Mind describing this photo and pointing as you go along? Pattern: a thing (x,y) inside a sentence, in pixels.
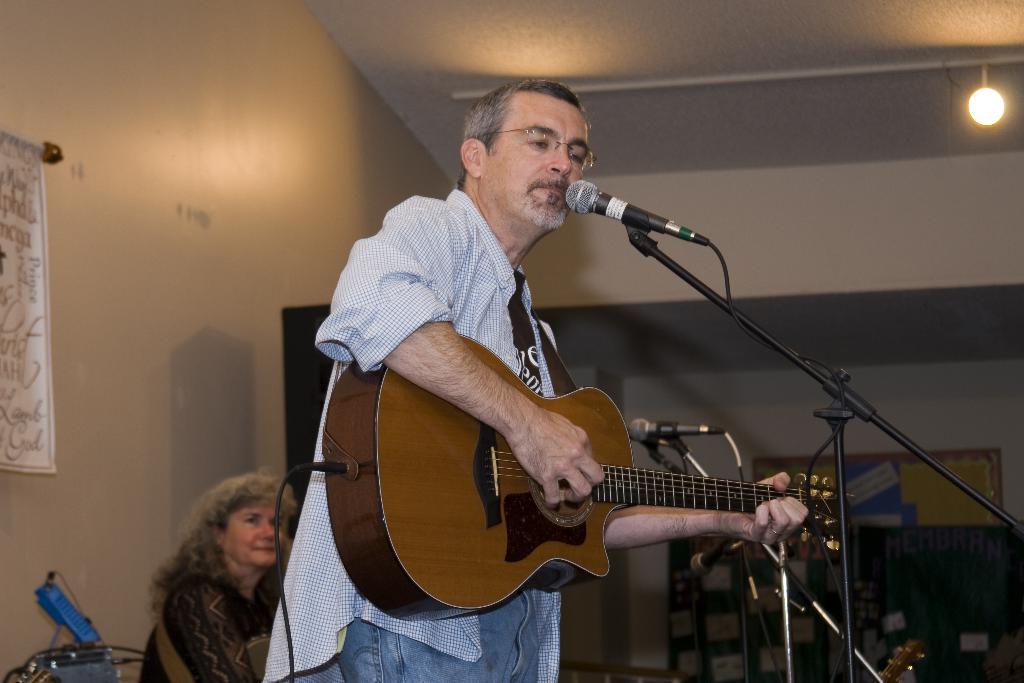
Front this person (505,198) is playing a guitar (619,488) and singing in-front of a mic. This is a mic (674,427) with holder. On top (984,117) there is a light (980,102). This woman (256,572) is sitting. Poster (27,297) is on wall (137,271).
